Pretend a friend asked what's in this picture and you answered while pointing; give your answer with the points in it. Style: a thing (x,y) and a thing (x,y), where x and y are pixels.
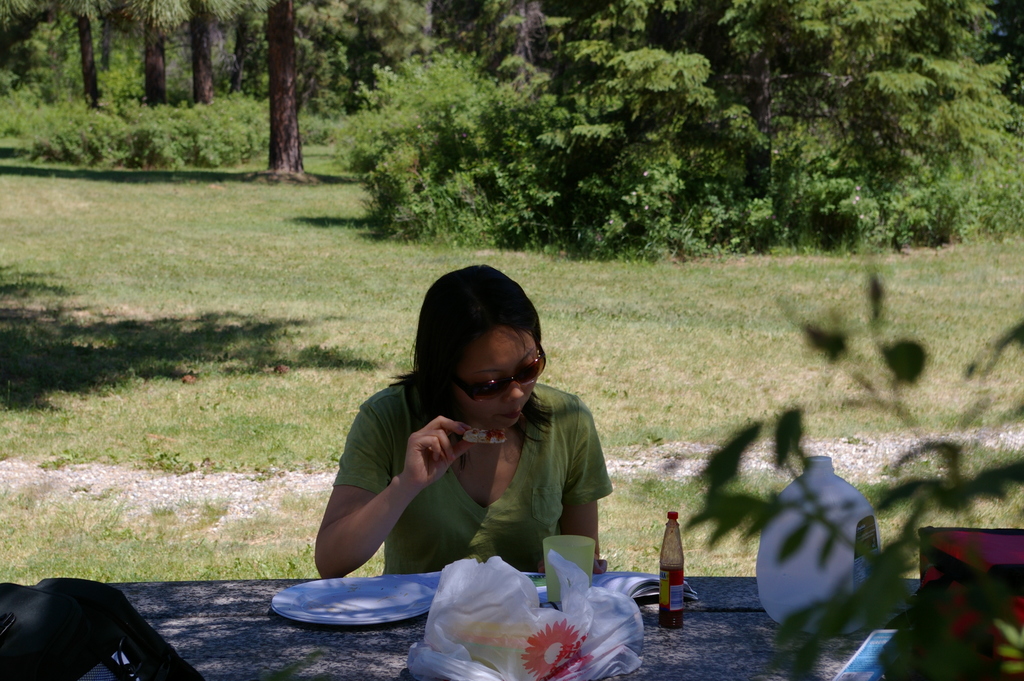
In this image we can see a woman (486,417) wearing the glasses (536,359) and holding the food item (490,437). We can also see a sauce bottle (668,566), book (634,581), white color object (816,548), plate (414,579) and also a cover (548,611) on the table (237,648). In the background (325,441) we can see the grass (103,361) and also trees (140,26).
